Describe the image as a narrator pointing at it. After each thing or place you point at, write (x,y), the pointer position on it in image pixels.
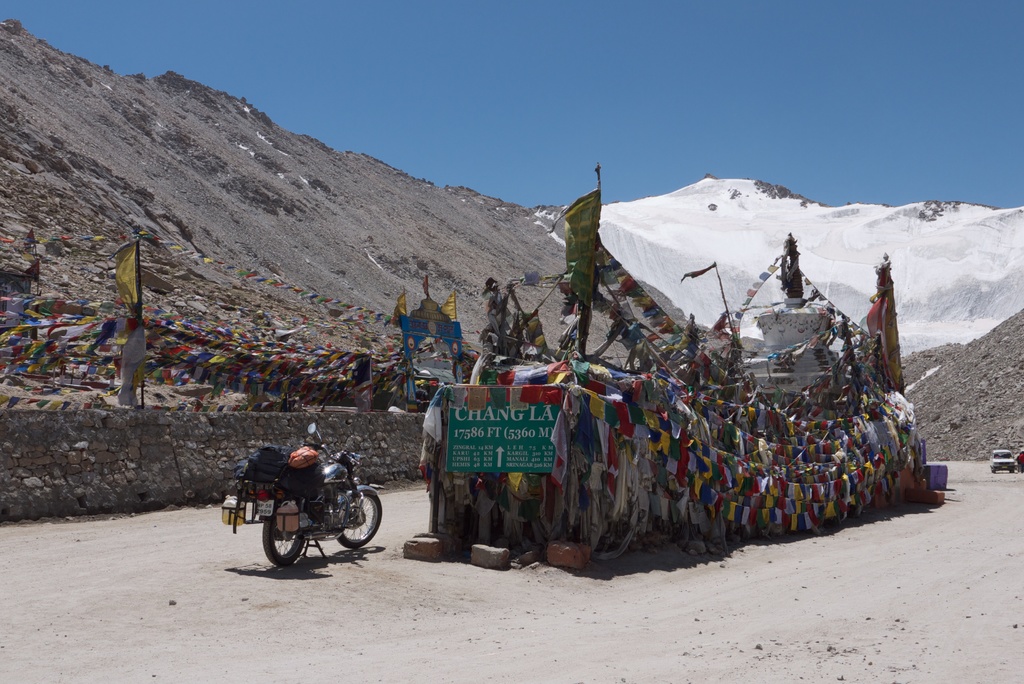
There is a bike (265,454), it seems like an architecture (772,373) and there are small flags (624,400) around it in the foreground area of the image (560,359), there are mountains (381,202) and the sky (180,22) in the background (102,105).
